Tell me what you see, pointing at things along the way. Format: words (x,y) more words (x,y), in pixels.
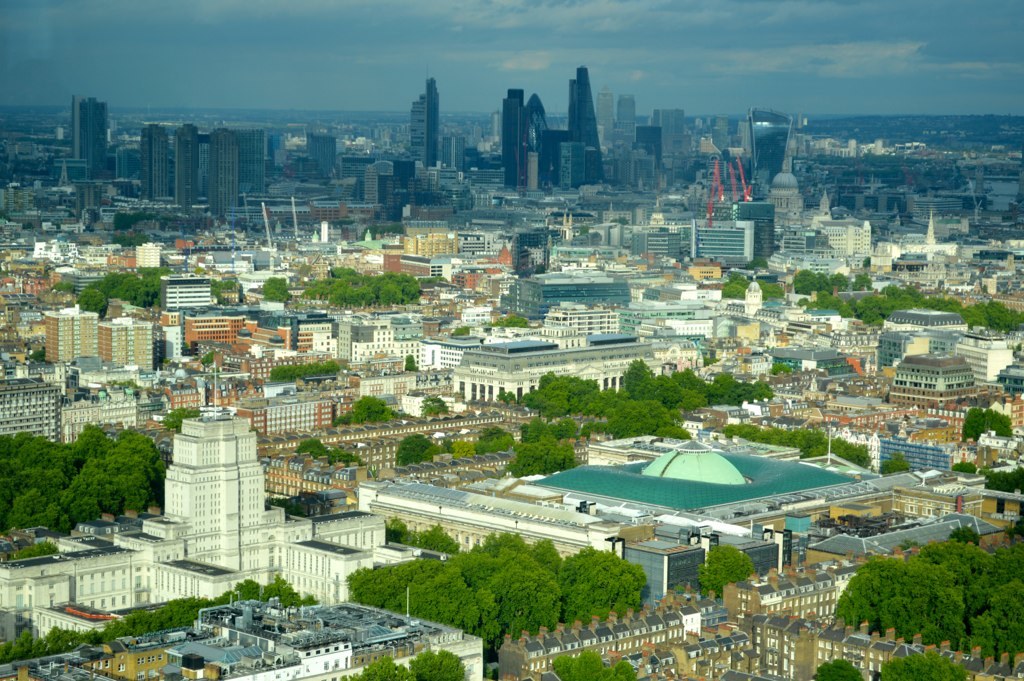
In this image there is the sky (637,42) truncated towards the top of the image (554,44), there are clouds (518,41) in the sky (473,48), there are buildings (519,156), there are buildings (953,272) truncated towards the right of the image (959,235), there are buildings (45,277) truncated towards the left of the image (13,190), there are buildings (211,642) truncated towards the bottom of the image (193,644), there are trees (157,619), there are trees (954,566) truncated towards the right of the image (855,626), there are trees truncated towards the left of the image (104,446).
